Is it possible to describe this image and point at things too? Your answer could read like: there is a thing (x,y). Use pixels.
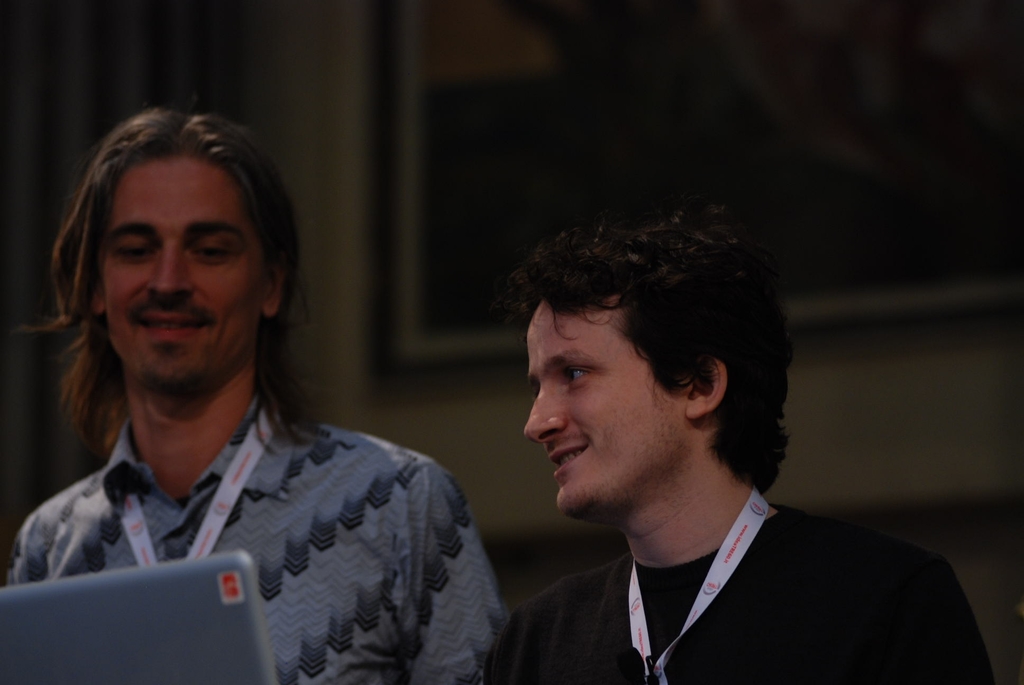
In this picture there are two persons (594,517) and there is a laptop (192,623) in front of them in the left corner (148,635) and there is a photo frame (624,131) attached to the wall (579,555) in the background (698,149).
